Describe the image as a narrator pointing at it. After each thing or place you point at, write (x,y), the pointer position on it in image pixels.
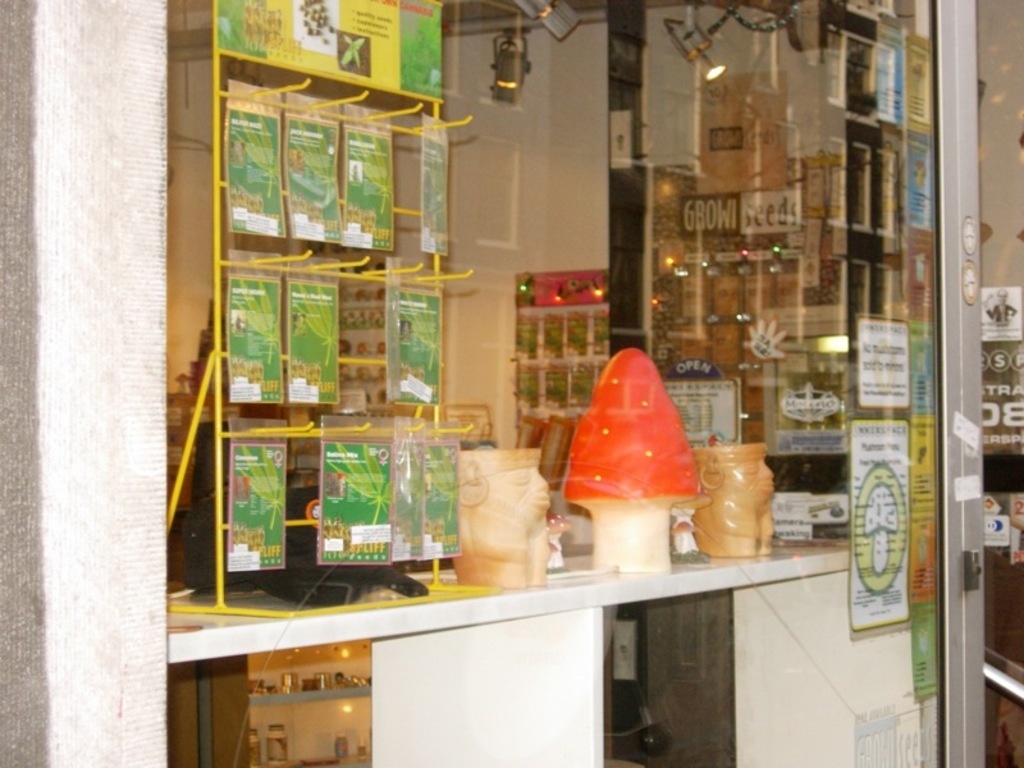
This image is taken in the store (796,641). In the center of the image (519,500) there is a counter table (489,599) and we can see jars (542,557) and some objects (641,561) placed on the table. There is a rack (254,55) and we can see wrappers (321,398). In the background (551,255) there is a wall (491,160) and we can see lights (708,64).
